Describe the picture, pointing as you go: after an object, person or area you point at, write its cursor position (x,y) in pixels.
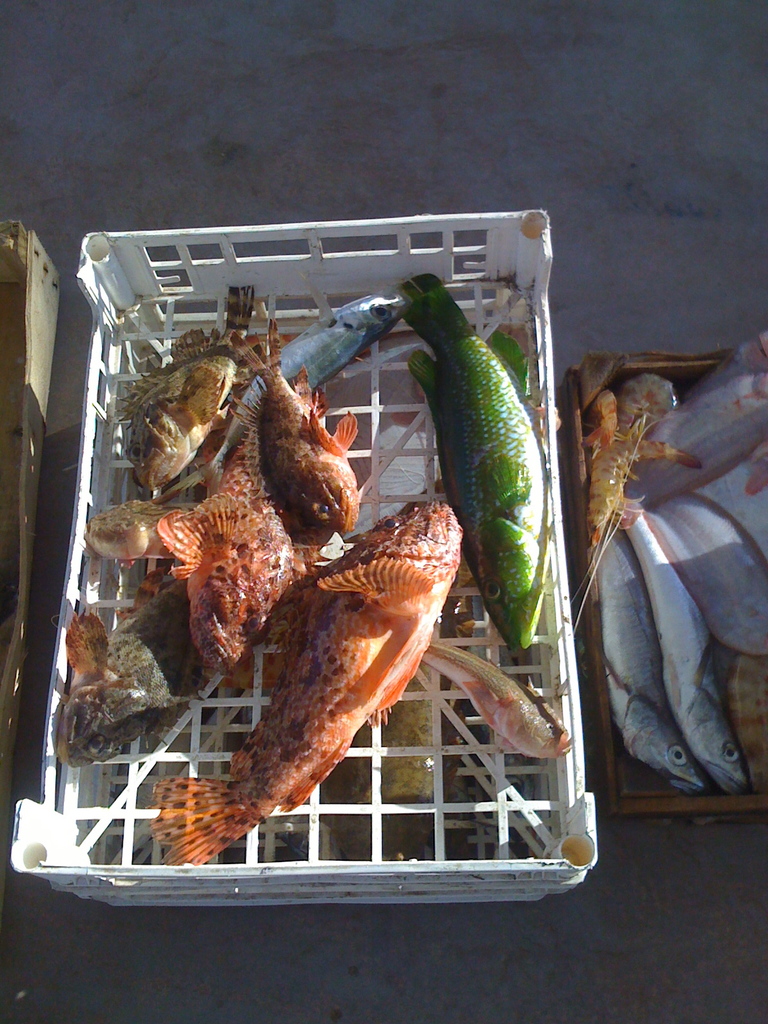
In this picture there are different colors of fishes (717,551) in the boxes (581,757). At the bottom (623,886) it looks like a floor (262,983).
